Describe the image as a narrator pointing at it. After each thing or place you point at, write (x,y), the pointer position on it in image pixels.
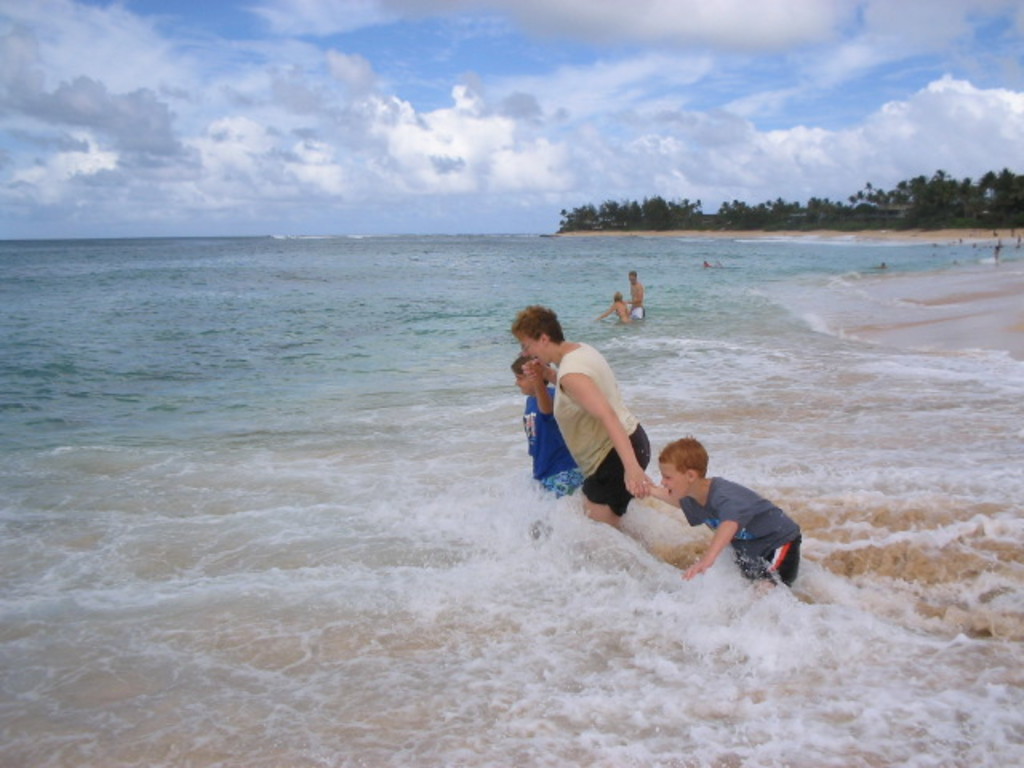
In this picture we can see water (916,626) at the bottom (382,616), there are some people (699,483) in the middle (563,359), we can see trees (700,223) in the background (948,198), there is the sky (176,92) and clouds (173,72) at the top of the picture (435,125).
